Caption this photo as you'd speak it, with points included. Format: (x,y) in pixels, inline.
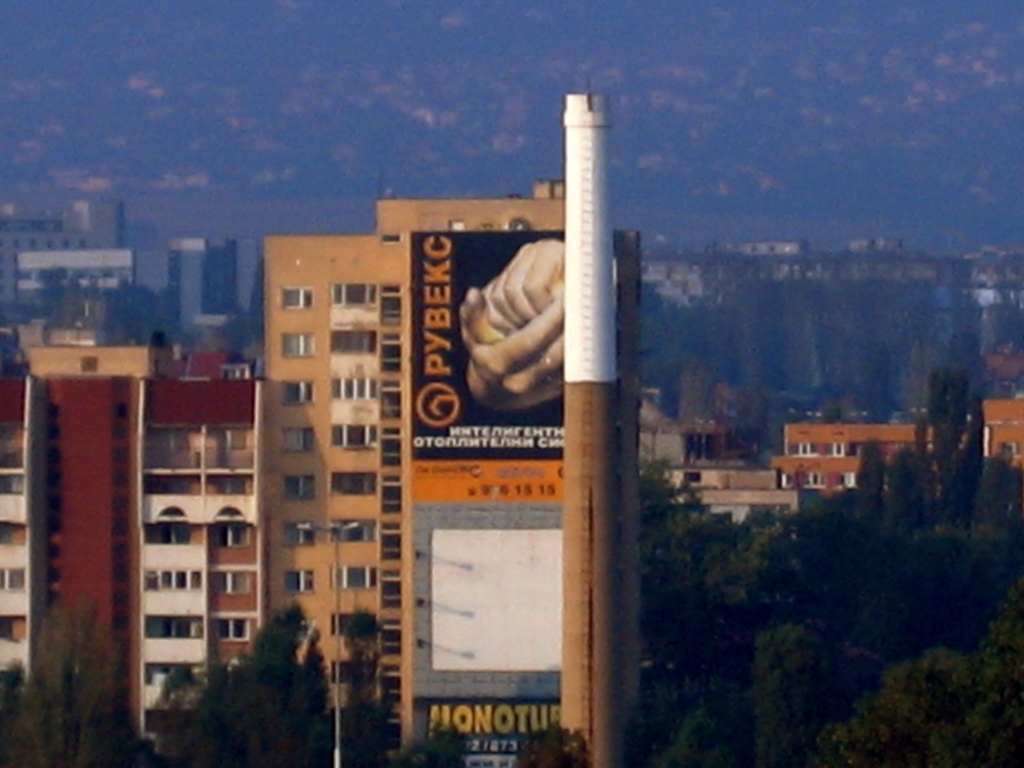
There are buildings (494,503), trees (833,734), a tower (592,627) and a poster (552,383) in the foreground area of the image (563,437), there are buildings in the background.
